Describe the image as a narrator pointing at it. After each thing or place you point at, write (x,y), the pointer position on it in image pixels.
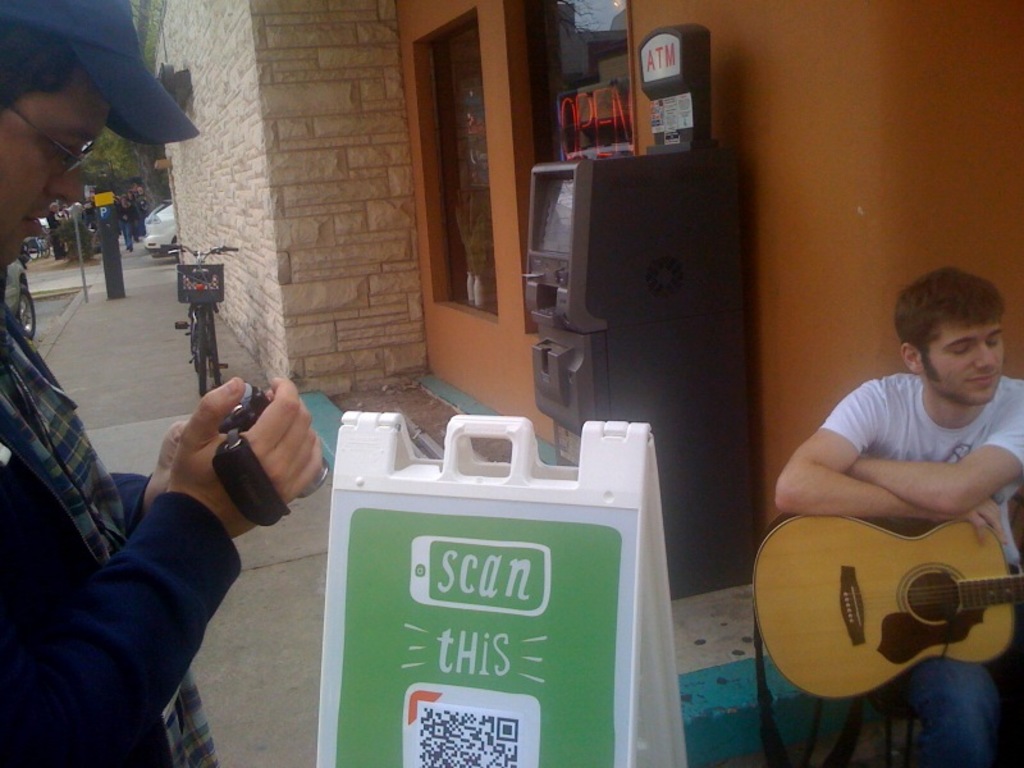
On the left side (63,123) there is man (36,377) who is looking to his camera (241,422). On the right side (927,487) there is a person (952,725) who is sitting on a chair (891,716) and he is holding a yellow guitar (876,583). Besides him there is a atm machine (675,206). On the top (292,129) there is a wall (289,144). Here its a bicycle (207,343). There is a car (158,227) which is on a road (138,258). On the bottom (539,690) there is a poster (488,630).
